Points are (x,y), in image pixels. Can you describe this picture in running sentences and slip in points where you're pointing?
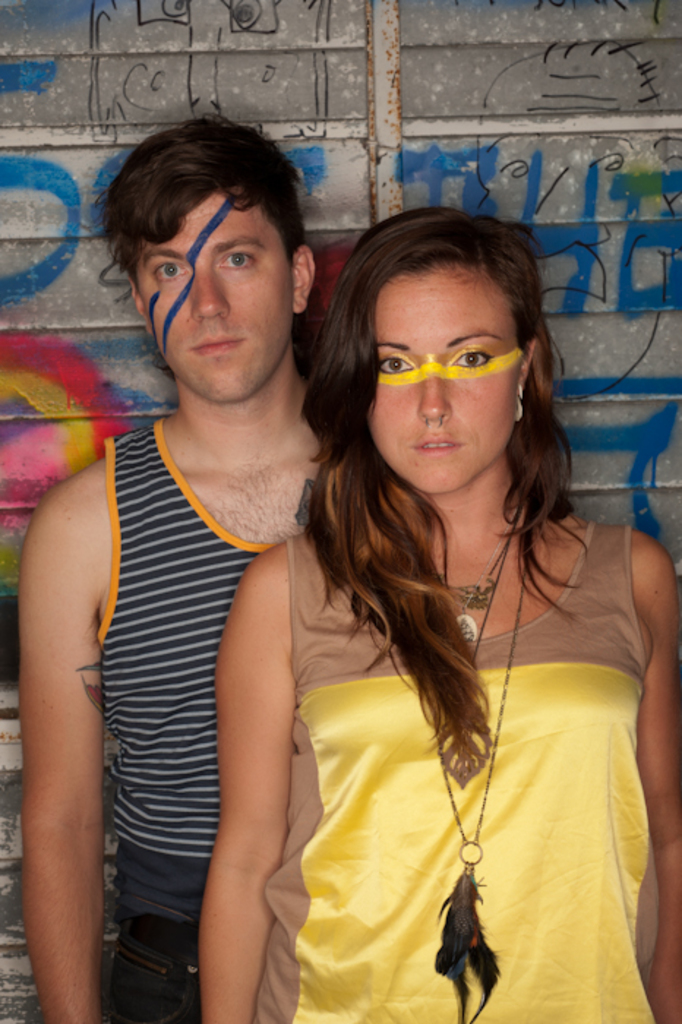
In the picture we can see a man (61,735) and a woman (312,717) standing near the wall (618,241), the woman (595,703) is wearing a yellow dress (319,712) with a necklace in her neck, and a man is wearing a blue top (151,470) with lines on it and some colored lines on their faces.
